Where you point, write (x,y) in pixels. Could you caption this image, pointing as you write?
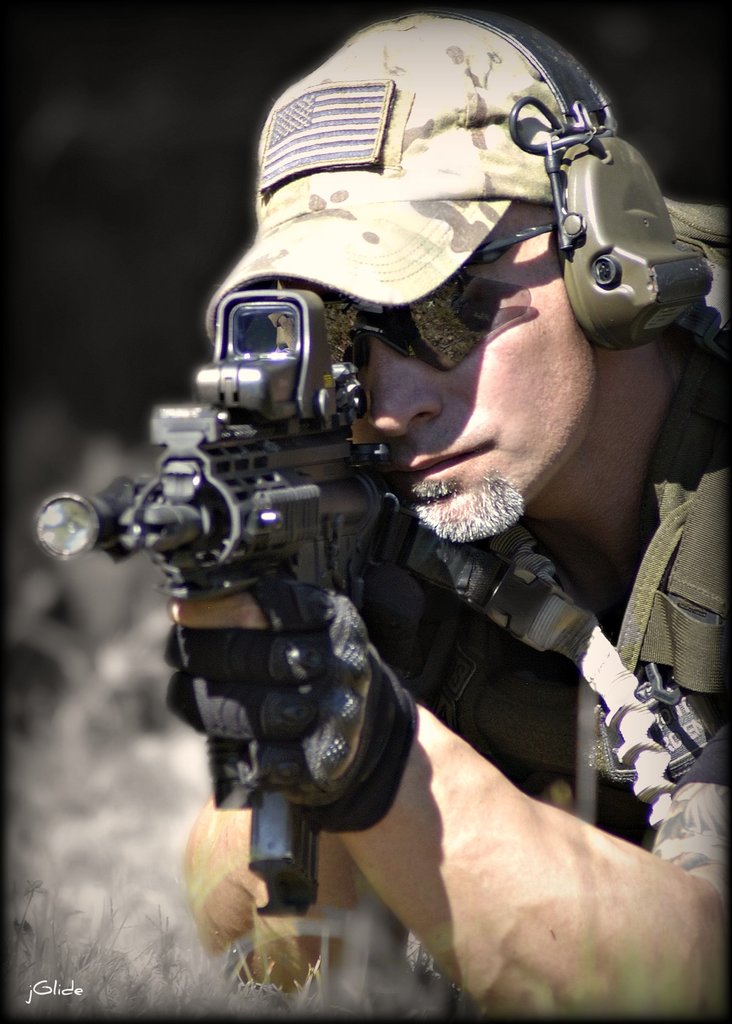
Here we can see a man (251,721) is holding gun (294,882) in his hands (366,746) and there is a cap (492,170) and headset (519,36) on his head (395,216). In the background (13,70) the image is blur but we can see objects (69,598).
